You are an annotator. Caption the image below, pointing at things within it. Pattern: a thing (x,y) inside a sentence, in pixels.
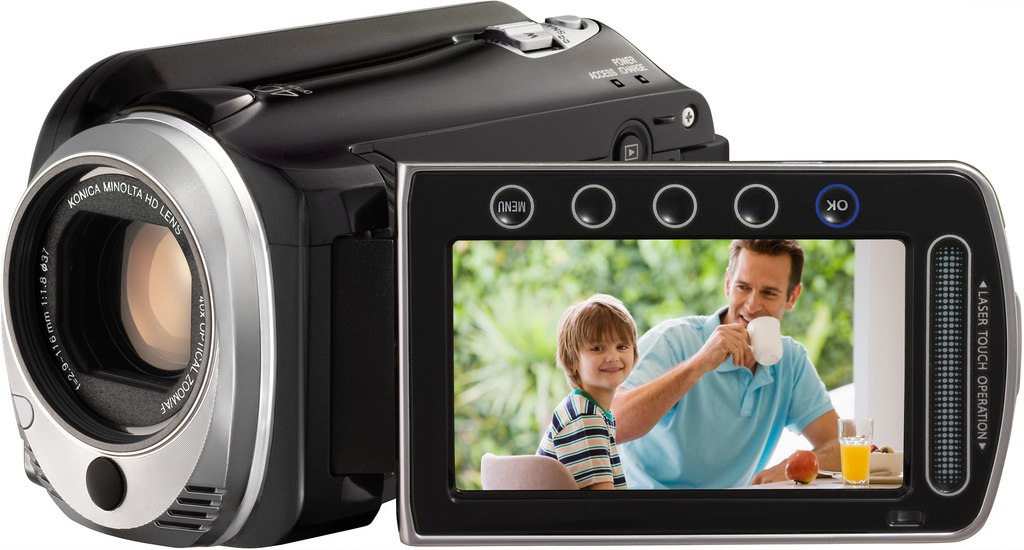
This is an edited image. I can see a camcorder (509,285) with the photo (536,466) of two persons (691,404) smiling. Behind the camcorder (182,123), there is a white background (852,97).
